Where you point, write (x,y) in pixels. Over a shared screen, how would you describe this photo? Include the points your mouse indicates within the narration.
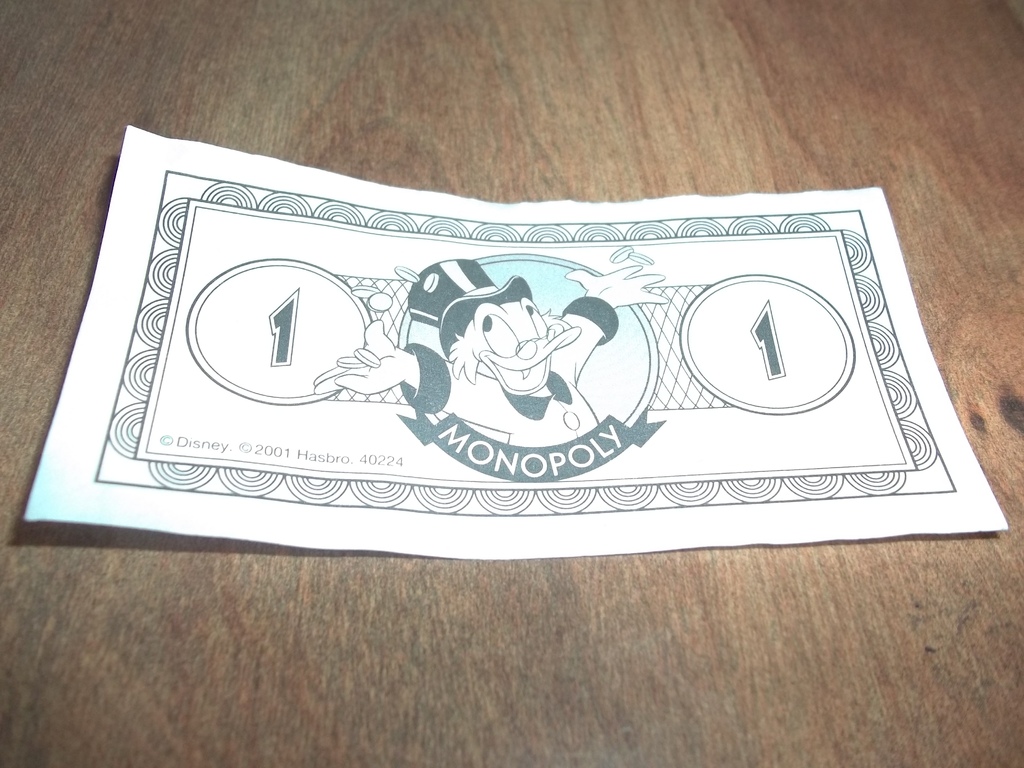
In this picture we can see a Monopoly bill (443,266) on the wooden surface (551,176), on this bill (485,376) we can see a cartoon duck (520,318), text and numbers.
